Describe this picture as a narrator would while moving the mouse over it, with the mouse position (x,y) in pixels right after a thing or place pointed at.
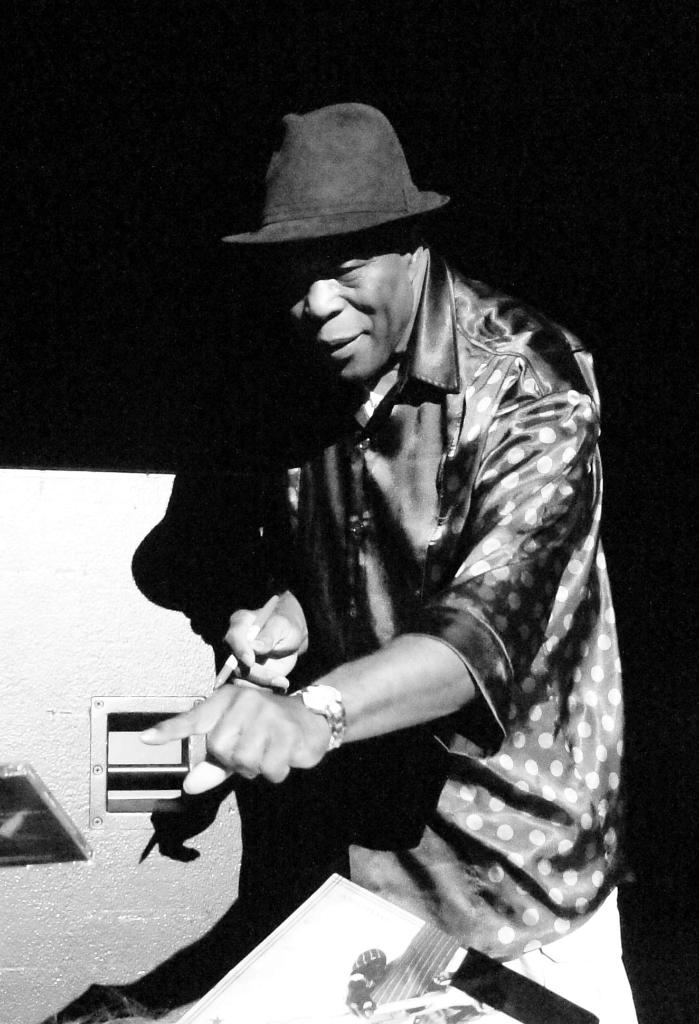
In this picture I can observe a man (309,540) wearing a shirt (402,542) and a hat (345,202) on his head (345,202). This is a black and white image. The background (40,228) is partly dark.
